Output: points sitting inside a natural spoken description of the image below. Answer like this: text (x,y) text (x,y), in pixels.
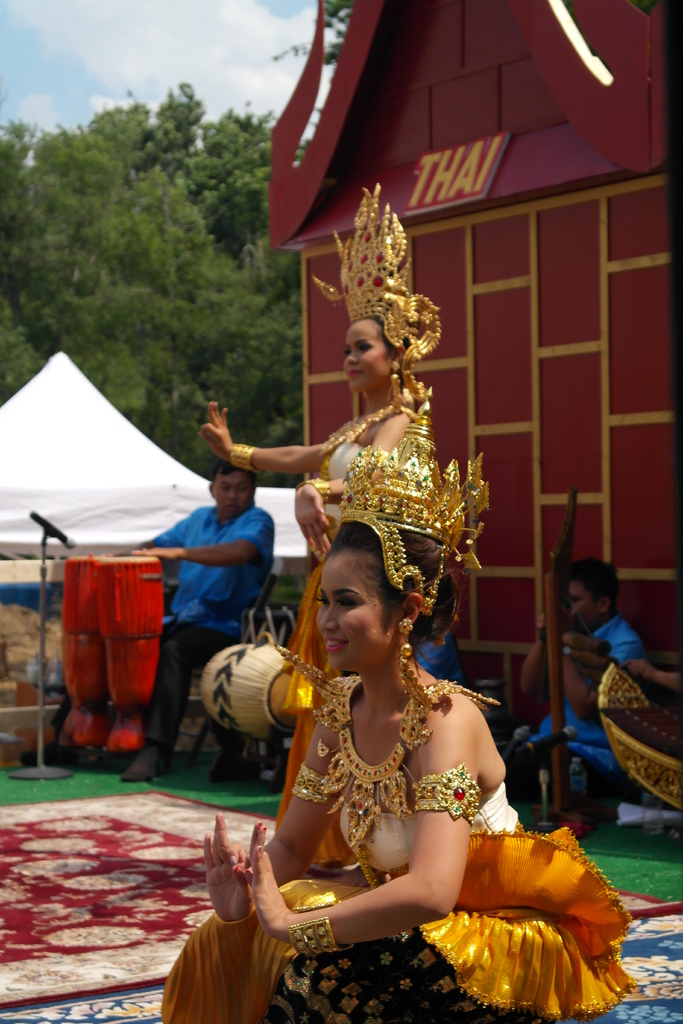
in the picture there are two woman (430,558), one woman (371,469) is sitting and another woman (375,361) is standing they were in a dance costume (360,494) here we can also see trees (157,184) and clear sky (14,117) and building (580,451).
